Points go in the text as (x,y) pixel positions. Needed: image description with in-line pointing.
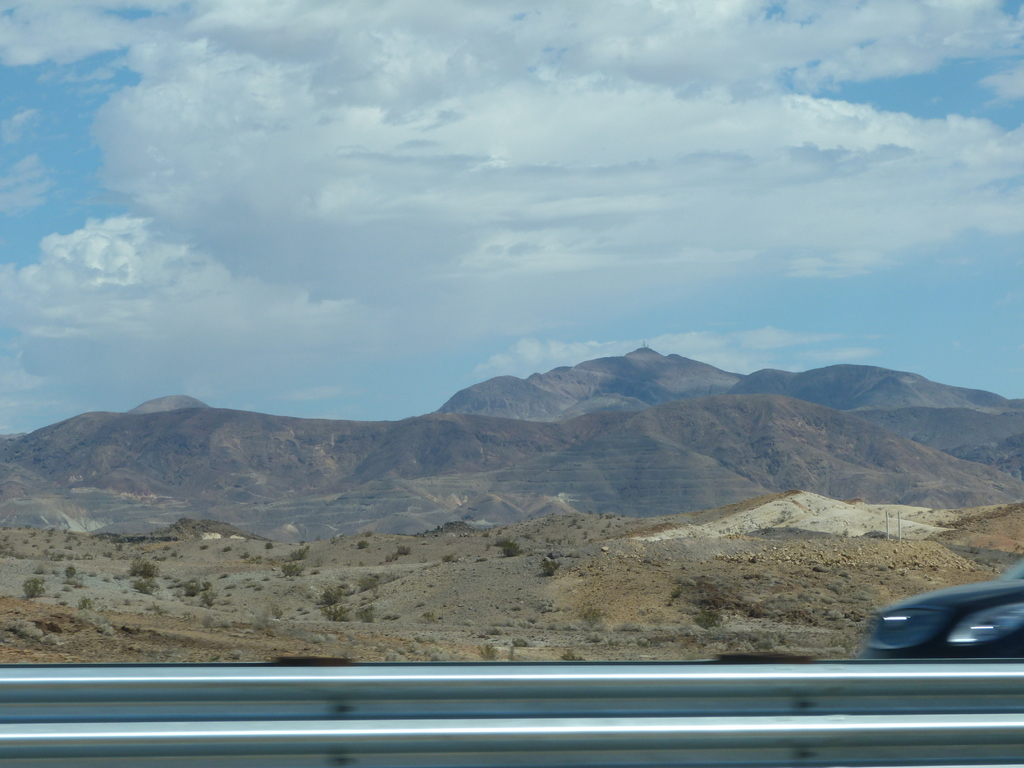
In this picture we can see hills (637,444). At the top of the image (400,87), there is the sky (363,116). At the bottom of the image (523,719), there is a railing (461,717). On the right side of the image (948,616), there is a vehicle (889,638).
